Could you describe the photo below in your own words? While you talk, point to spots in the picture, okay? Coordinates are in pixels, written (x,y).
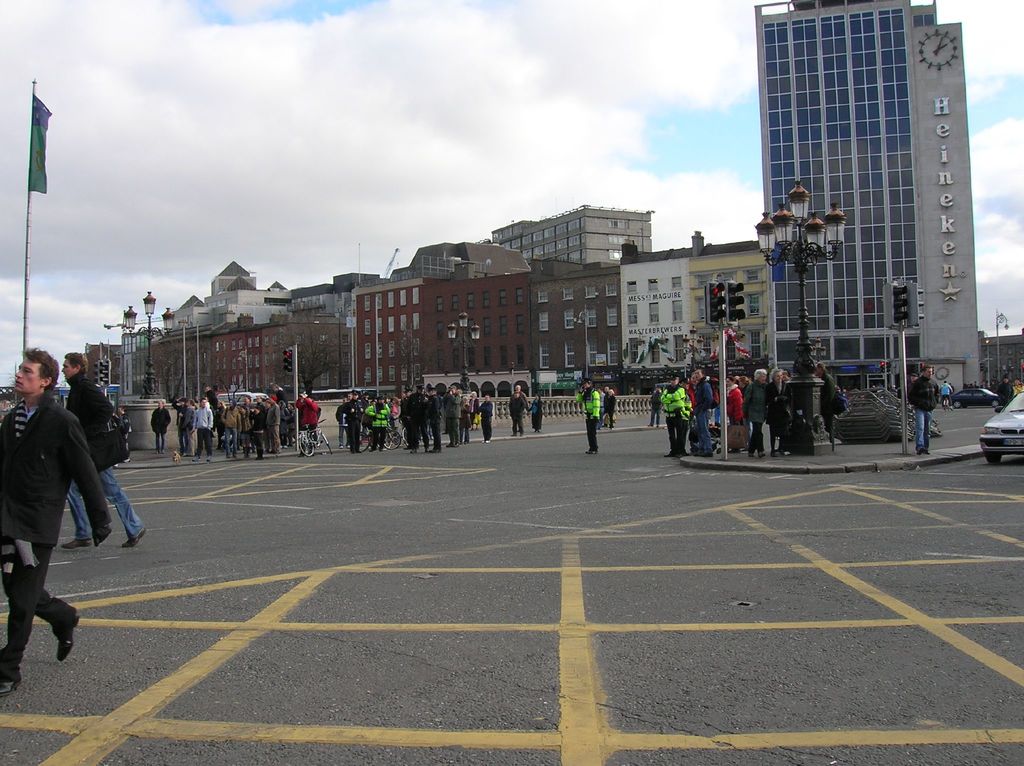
On the left side (51,394) some people (51,389) are walking. Also there is a flag (39,159) with a pole (31,210). In the back (459,393) there are many people (407,408) standing on the sidewalk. There are street light poles (793,249) and traffic light poles (908,295). In the back (357,294) there are many buildings (545,264) with something written on that. There is a clock (935,44) on a building (903,86) on the right side (943,54). On the right side (988,392) there is a car (1009,412). In the back (367,111) there is sky (430,83) with cloud (419,98).
